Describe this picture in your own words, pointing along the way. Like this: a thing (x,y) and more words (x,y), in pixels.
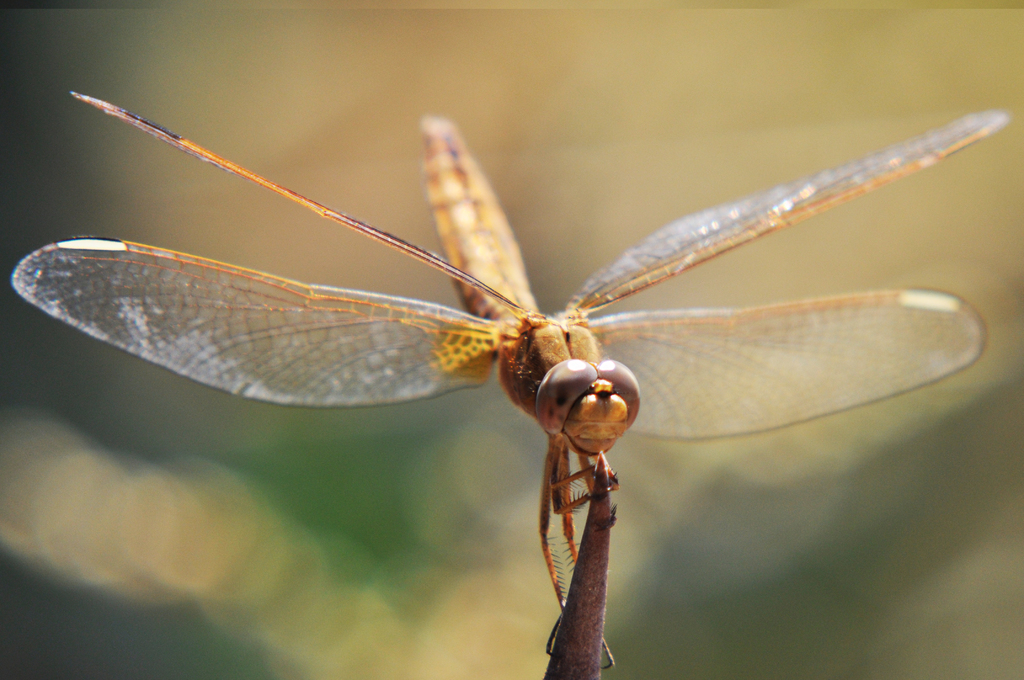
Background (263,672) portion of the picture is blur. In this picture we can see a dragonfly (809,370) holding an object (601,549).
